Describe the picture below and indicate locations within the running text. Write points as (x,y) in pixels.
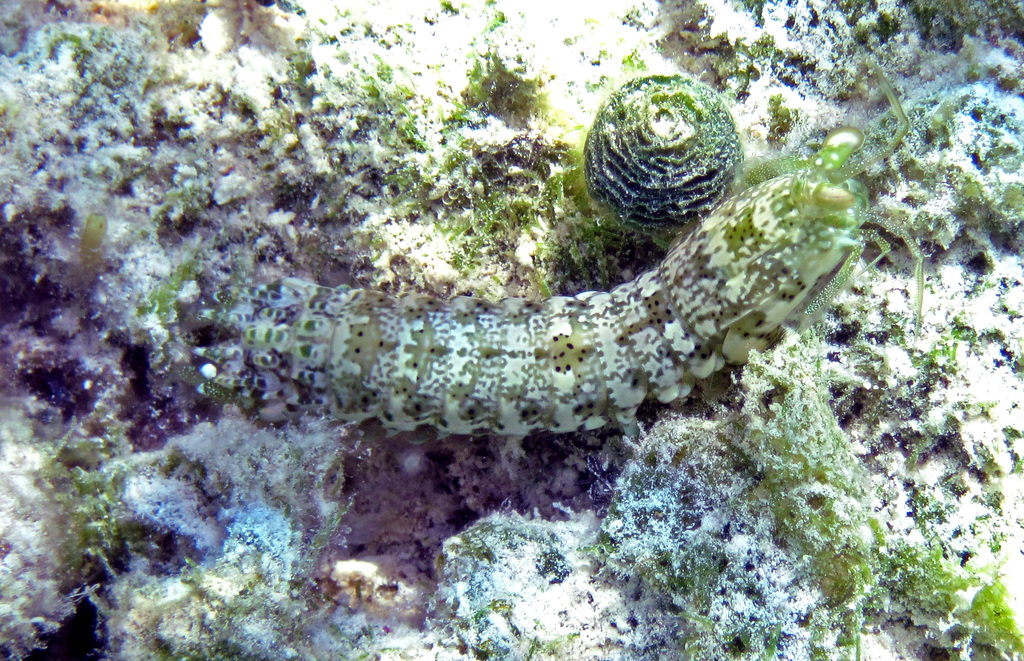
In this image we can see a mantis shrimp (541,303), also we can see underwater plants (774,108), and algae (544,554).
